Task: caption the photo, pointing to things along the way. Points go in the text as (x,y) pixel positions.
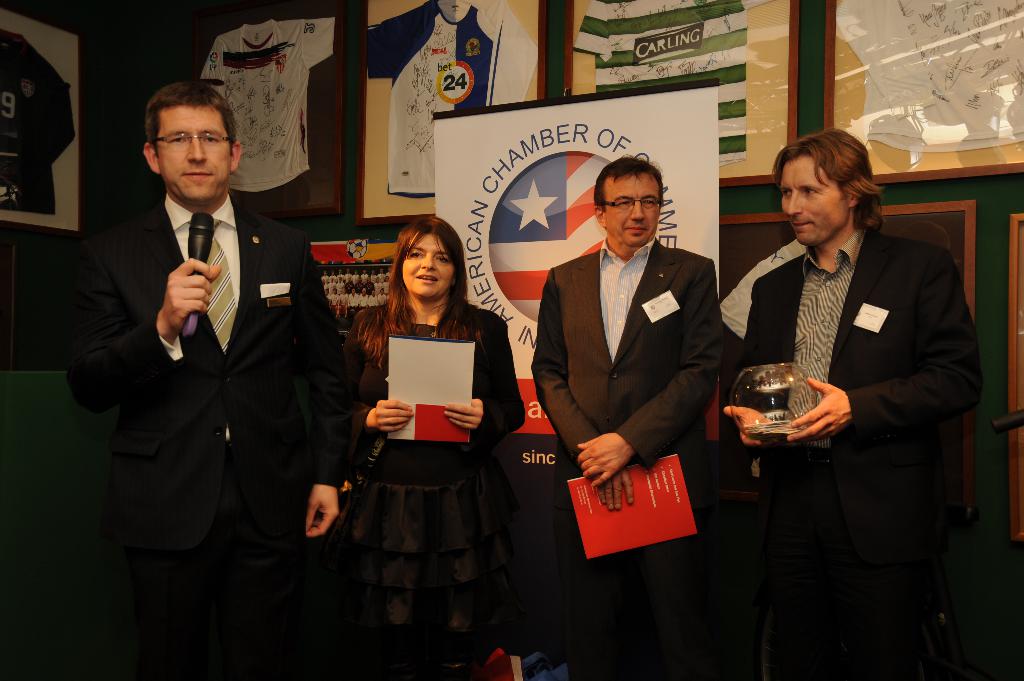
In this image I can see some people (490,395) holding something in their hands (810,380). In the background (940,126), I can see some photo frames (430,86) on the wall (174,57).
